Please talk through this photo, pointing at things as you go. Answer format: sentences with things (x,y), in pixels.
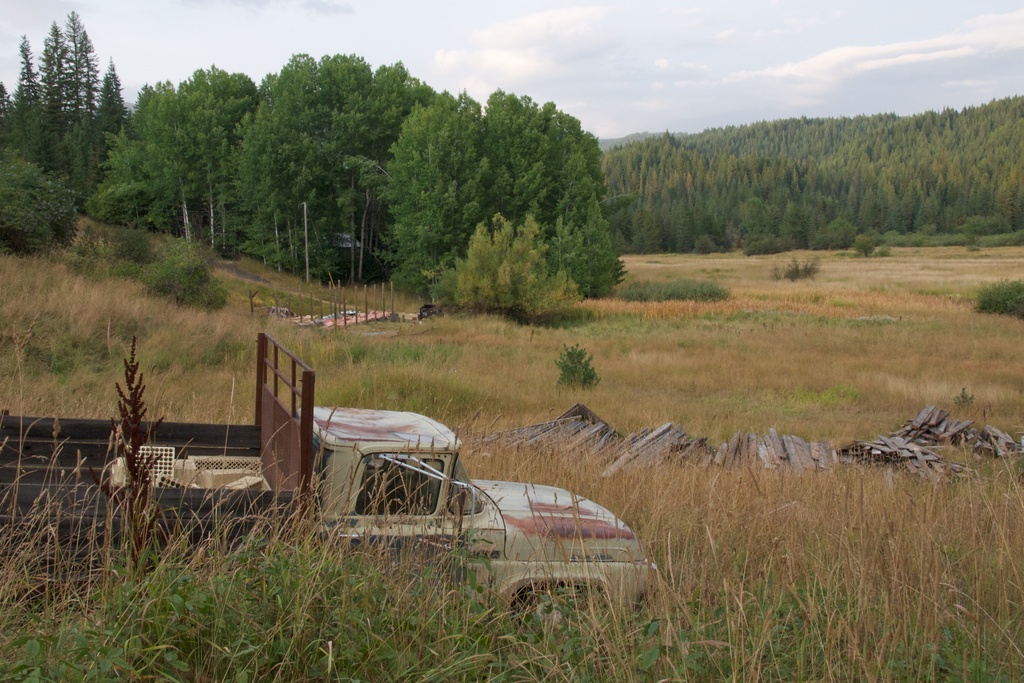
In this picture we can see a vehicle (531,545) in the front (531,545), at the bottom (787,568) there is some grass (890,544) and some wood (548,434), in the background (813,198) we can see some trees (524,178), there is the sky (565,80) at the top of the picture (614,65).
